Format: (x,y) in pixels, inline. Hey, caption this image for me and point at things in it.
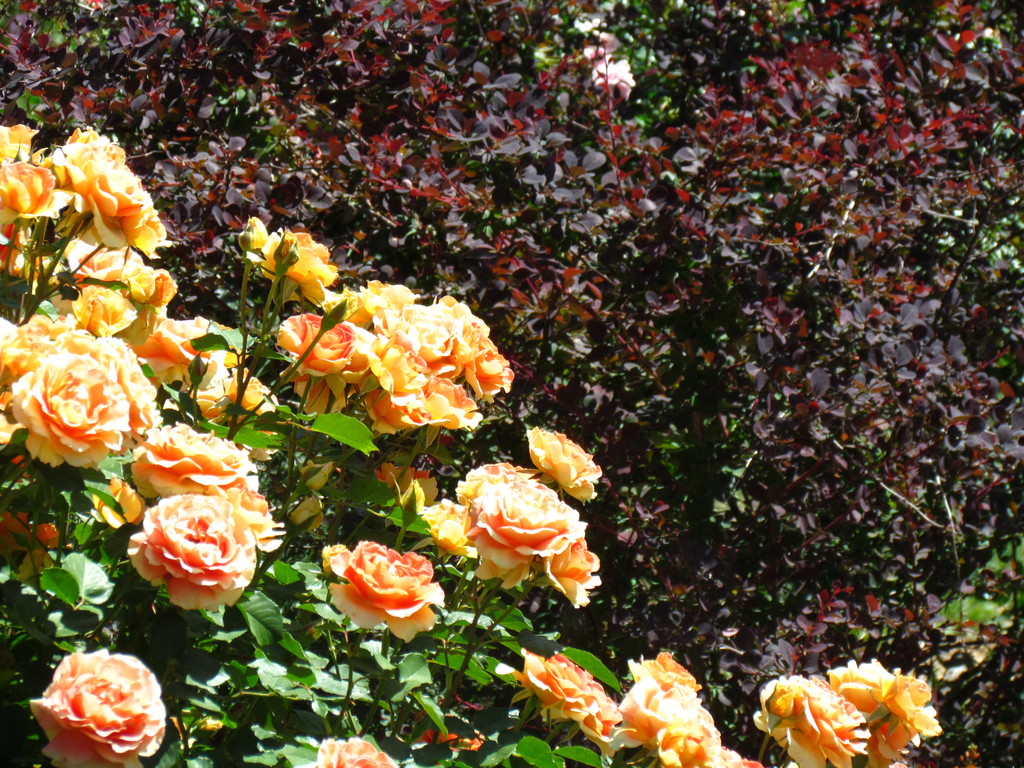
There are flower plants (397,436) in the foreground area of the image (382,448) and there are plants (787,179) in the background area (723,184).
